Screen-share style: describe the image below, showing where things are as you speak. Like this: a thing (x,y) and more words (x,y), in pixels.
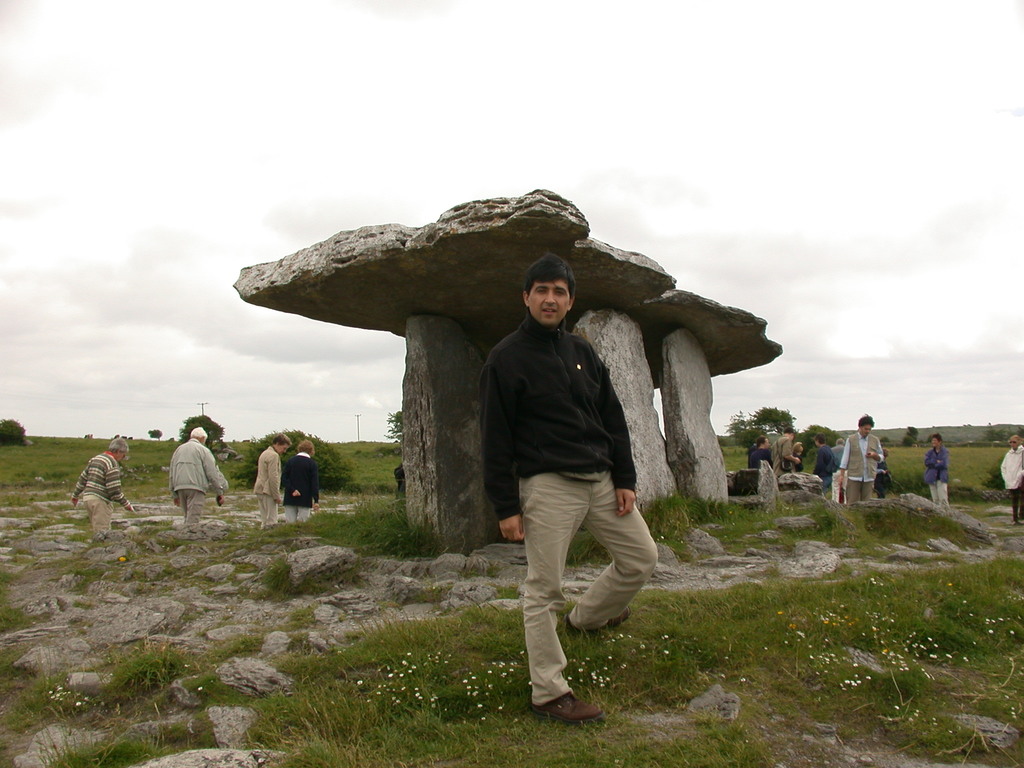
In this picture I can see few (210,473) standing around few stones (421,315) and I can see the grass (257,572) and few plants (804,434) on the ground (897,474). In the background (423,204) I can see the sky (881,180).
